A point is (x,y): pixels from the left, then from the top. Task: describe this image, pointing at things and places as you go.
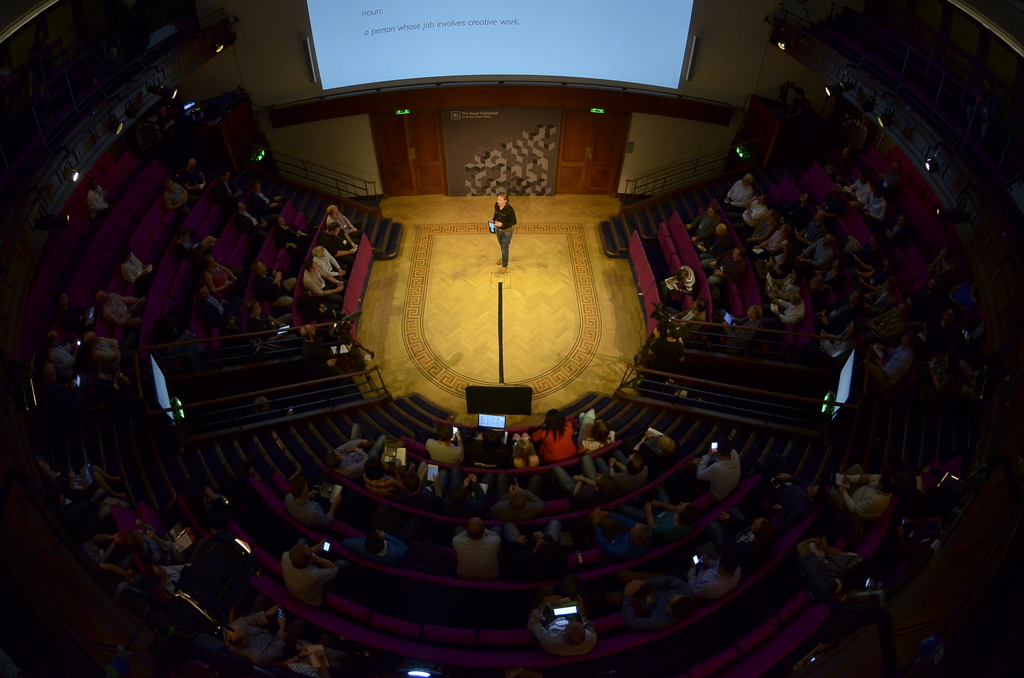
In this picture we can see a group of people (867,219) sitting on chairs (145,210), steps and a woman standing on the floor (381,336), screen (429,70), lights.
